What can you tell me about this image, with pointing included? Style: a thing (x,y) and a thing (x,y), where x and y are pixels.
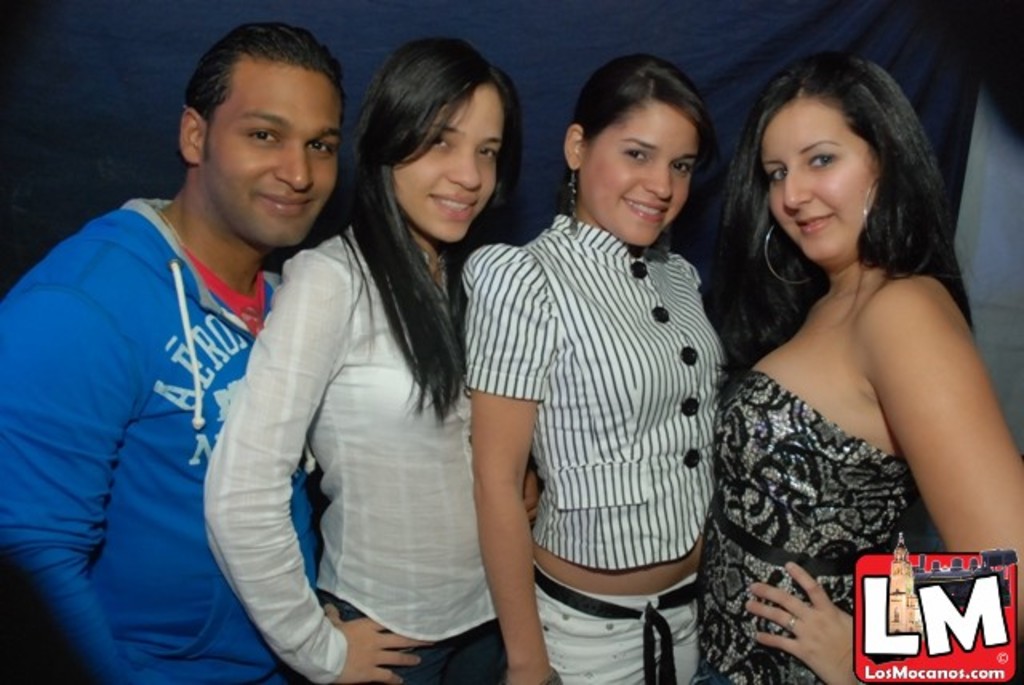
In this image three women (373,458) and a person (85,486) are standing. Behind them there is a curtain (906,42). Behind it there is a wall (983,266). Left side (96,418) there is a person (151,369) wearing a jacket (147,373). Before him there are three women (643,369) standing.
